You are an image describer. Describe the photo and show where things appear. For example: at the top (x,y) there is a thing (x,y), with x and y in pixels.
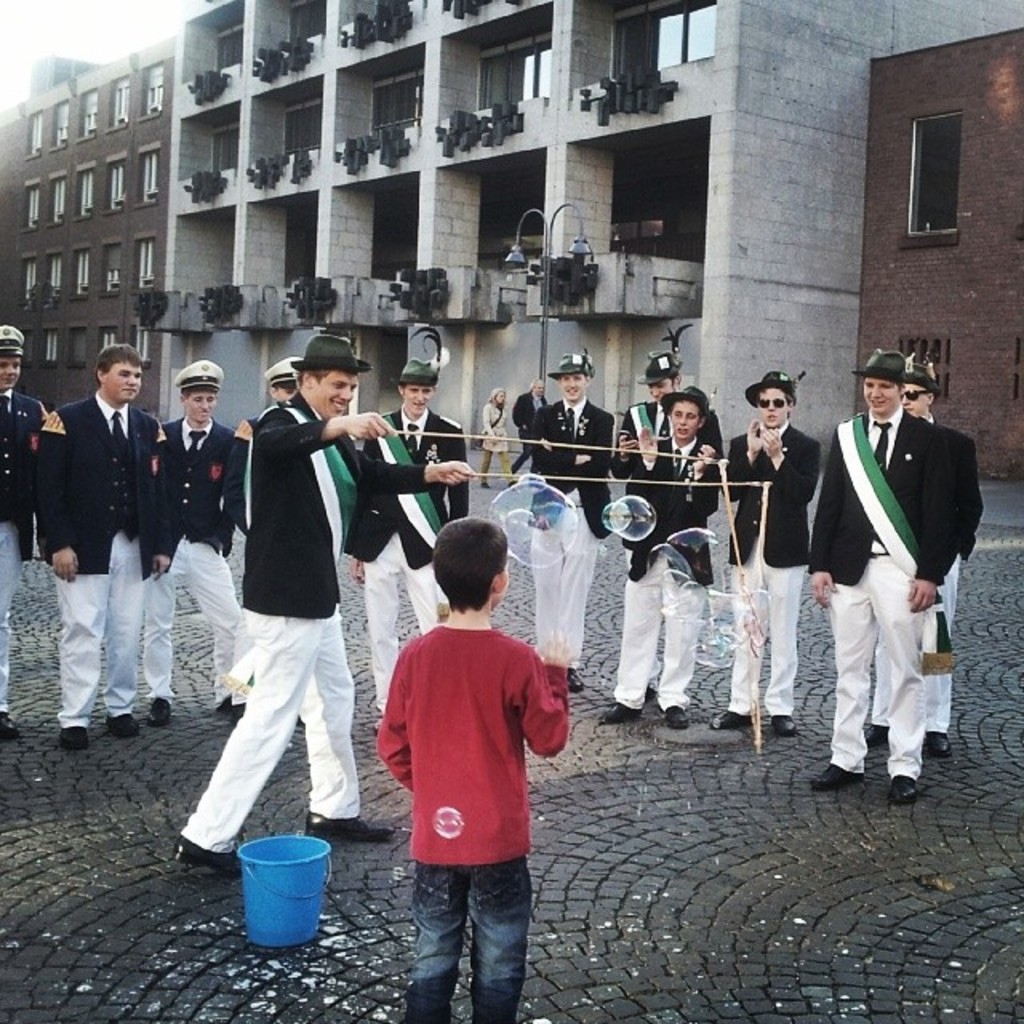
In this picture there is a boy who is standing in the center of the image (518,657) and there are people (891,471) those who are standing in series in the center of the image (664,497), there is a bucket (269,937) on the left side of the image (286,945), on the floor (263,796) and there are buildings (588,97) in the background area of the image (539,50).
